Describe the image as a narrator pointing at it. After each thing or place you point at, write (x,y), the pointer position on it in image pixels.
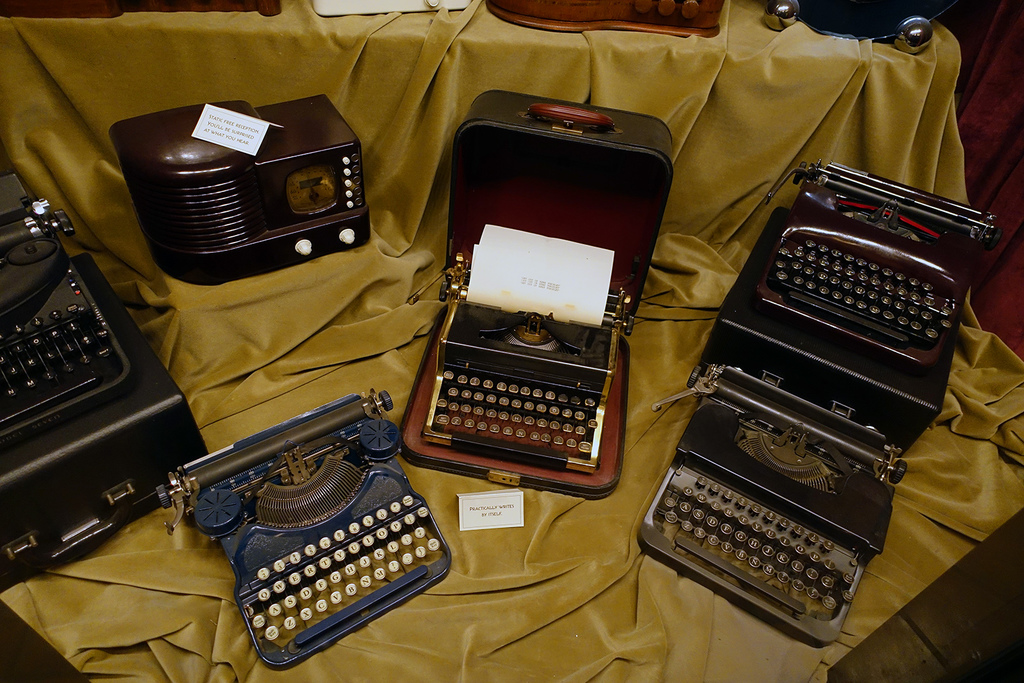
In this picture we can see typing machines (364,405), boards (477,505) and objects (669,3) on cloth (919,516).
